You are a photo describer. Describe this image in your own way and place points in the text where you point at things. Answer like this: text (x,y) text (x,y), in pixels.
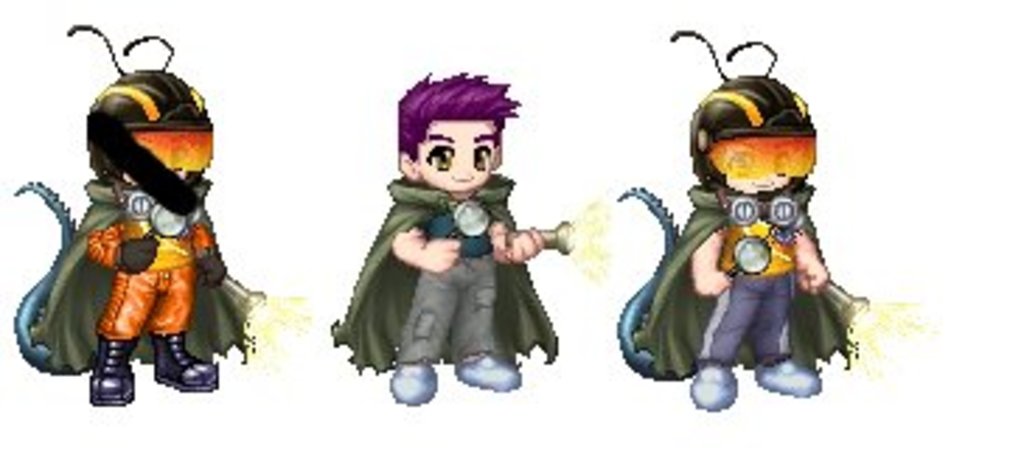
In this image I can see the cartoon characters (716,214) and they are wearing multi color dresses (775,298) and background (833,21) is in white color.
